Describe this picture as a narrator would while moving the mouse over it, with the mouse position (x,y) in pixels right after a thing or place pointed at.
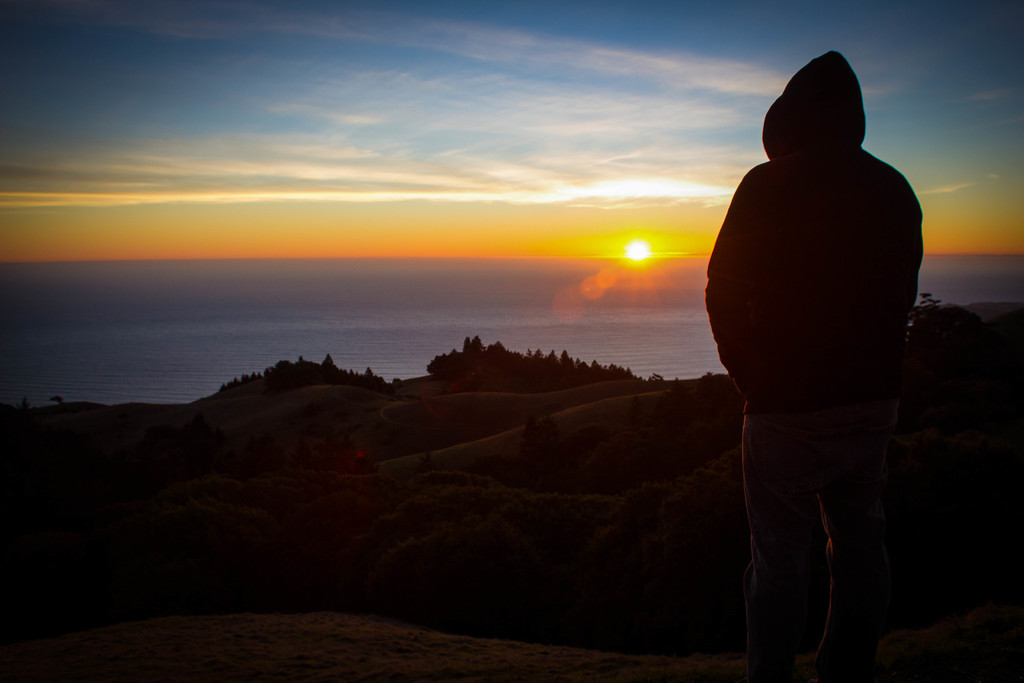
In this image we can see a person (879,179) standing and we also see plants (679,439), grass (516,398) and sky (380,125).
